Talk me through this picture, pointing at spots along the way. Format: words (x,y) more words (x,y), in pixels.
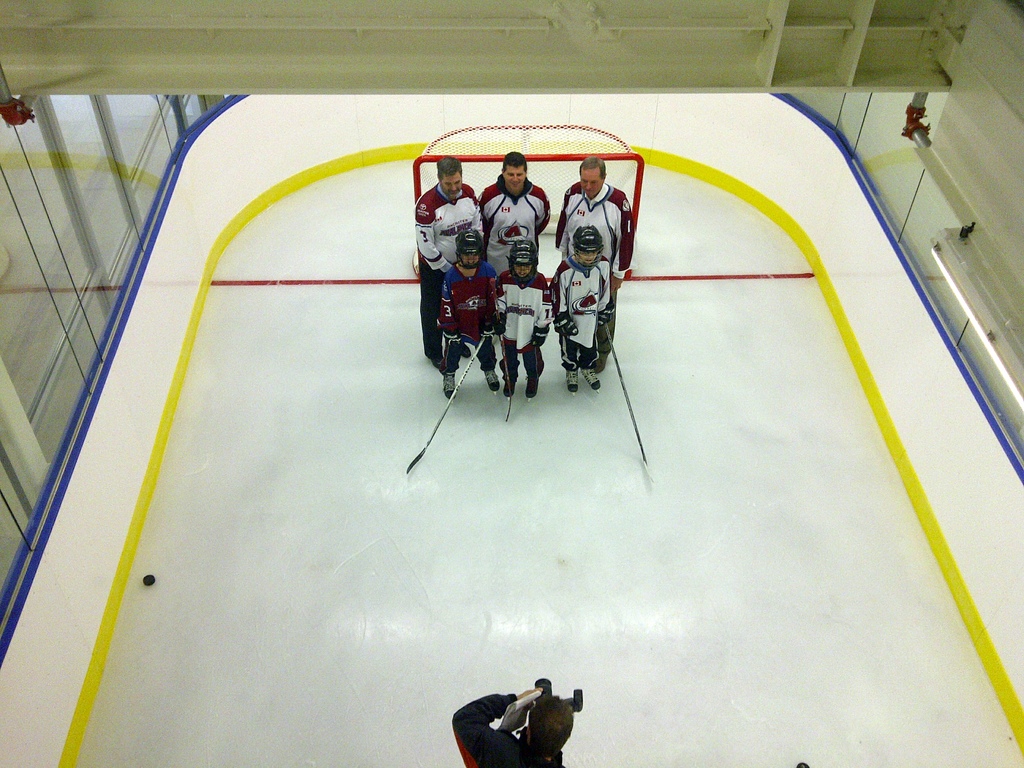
In this picture we can see a group of people (506,190) standing on the ground (353,308) where some are holding sticks (603,323) with their hands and a person (540,707) holding a camera (566,699) with his hands (529,698) and in the background (577,131) we can see net (483,143), light (997,355).
